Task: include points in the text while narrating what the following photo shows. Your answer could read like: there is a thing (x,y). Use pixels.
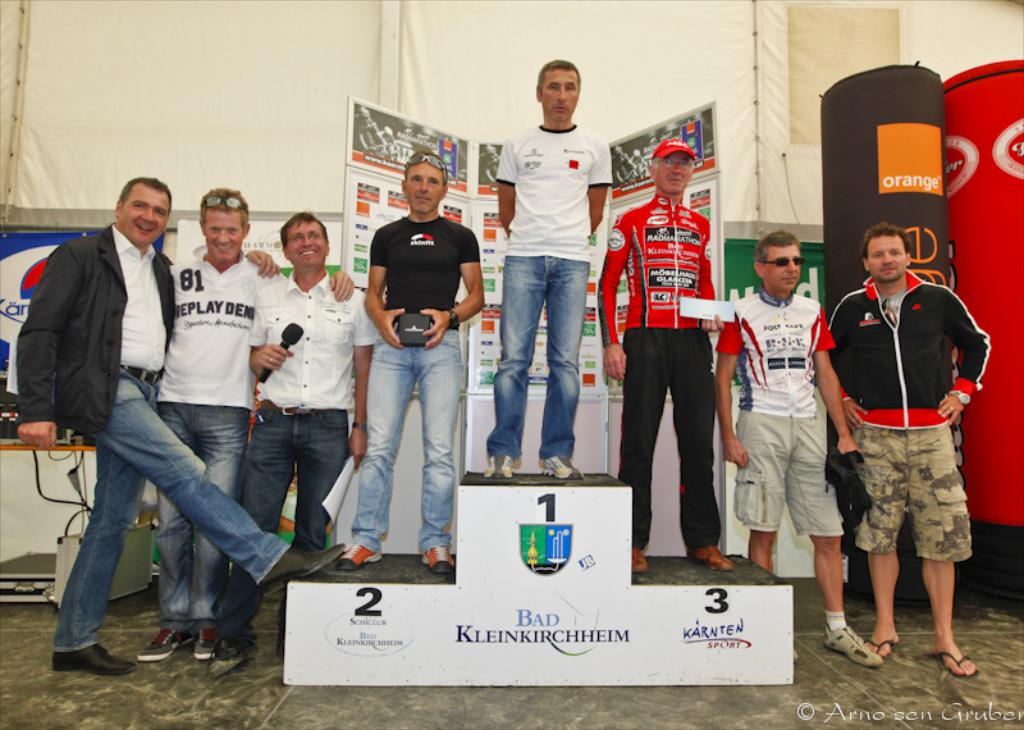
In this picture I can see few people (935,505) are standing and I can see few of them standing on the wooden box (569,575) and I can see a man (326,432) holding papers (330,498) in one hand (356,436) and a microphone (271,362) in other hand (271,362) and I can see banners (470,210) with some text (491,216) in the back (716,250) and I can see text (833,714) at the bottom right corner of the picture (877,712) and looks like couple of large bags (949,213) on the side with some text (969,157).
